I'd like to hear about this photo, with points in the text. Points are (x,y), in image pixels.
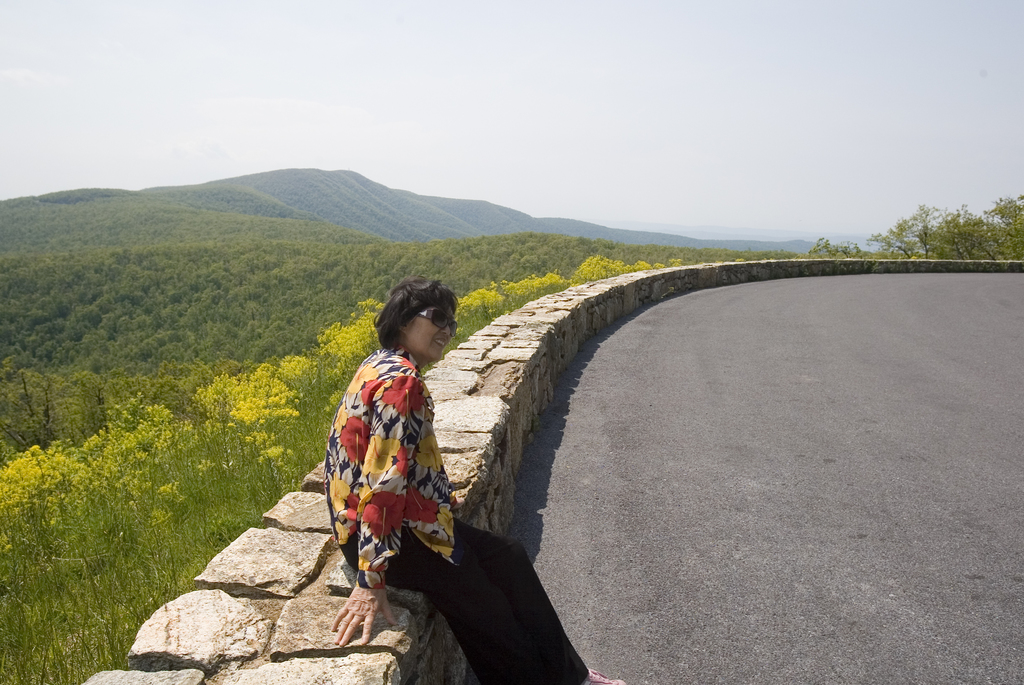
In this image in the center (407,378) there is one woman (412,441) who is sitting on a wall (327,578) and in the center (525,326) there is a wall (324,564), and on the right side of the image (894,395) there is road (790,405) and in the background (330,235) there are some trees (260,305) and mountains (319,218). At the top of the image (746,63) there is sky (503,65).
